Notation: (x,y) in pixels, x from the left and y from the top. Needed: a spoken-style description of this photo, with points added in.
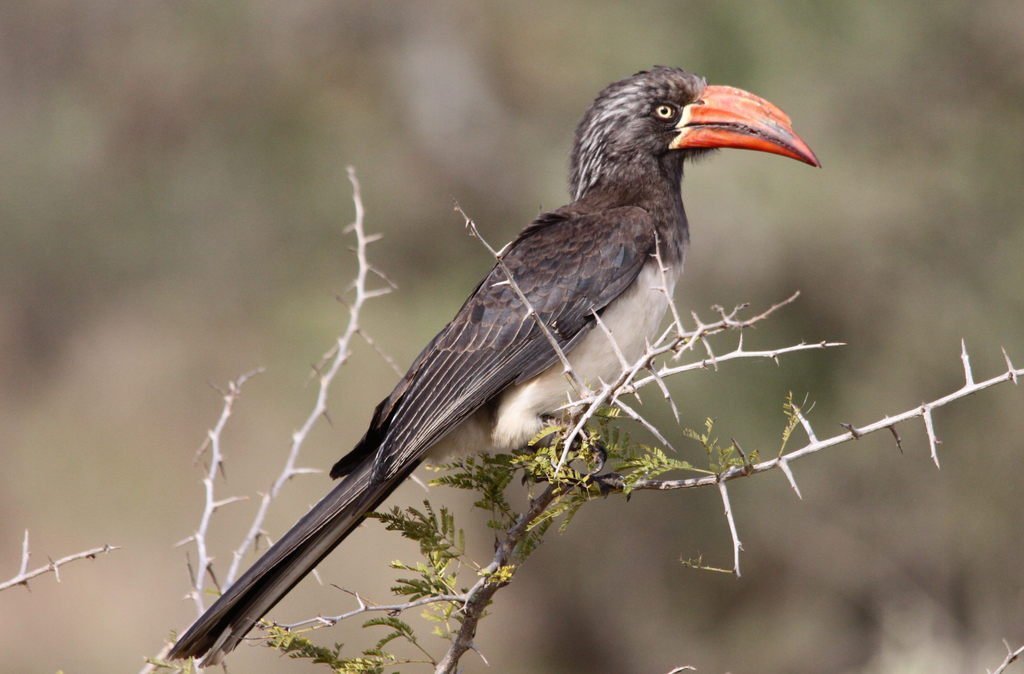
In this image, I can see a bird (510,342), which is named as Hornbill (402,446) is standing on the stem (539,492). These are the leaves (461,548). The background (118,5) looks blurry.
